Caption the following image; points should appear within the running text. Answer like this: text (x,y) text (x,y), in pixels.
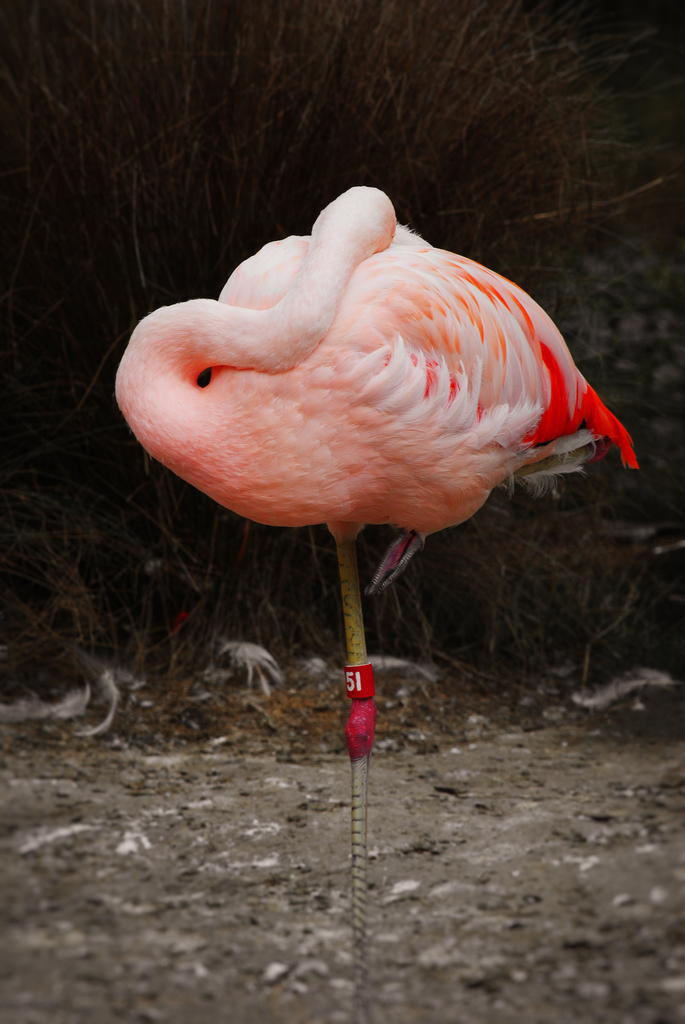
In the picture I can see a pink color bird (333,535) is standing on the ground (400,682). In the background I can see feathers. The background of the image (673,95) is dark.
